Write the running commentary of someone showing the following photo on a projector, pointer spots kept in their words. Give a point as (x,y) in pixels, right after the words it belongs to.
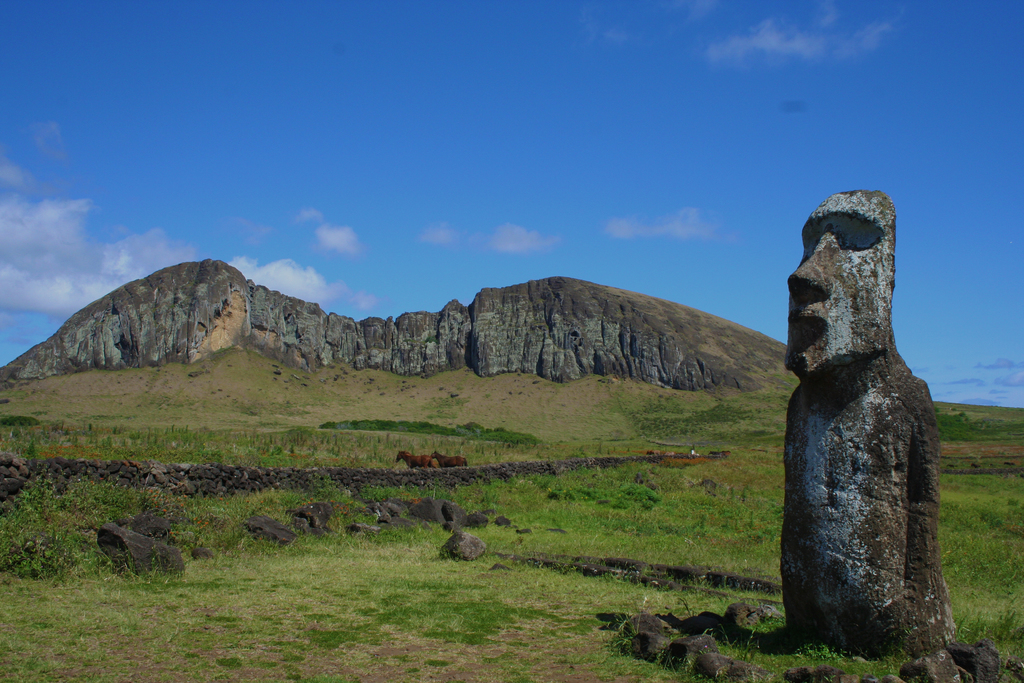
To the right corner of the image (838,372) there is a stone statue (881,522) on the ground (370,654). And on the ground (383,620) there is a grass (715,516). And also there are many stones (370,512) and in the background (279,476) there is a stone fencing (409,478). Behind the fencing (421,482) there are two animals (420,461). And also there is a hill (469,333) in the background (122,333). And to the top of the image (278,14) there is a blue sky (224,192) with clouds (75,226).
